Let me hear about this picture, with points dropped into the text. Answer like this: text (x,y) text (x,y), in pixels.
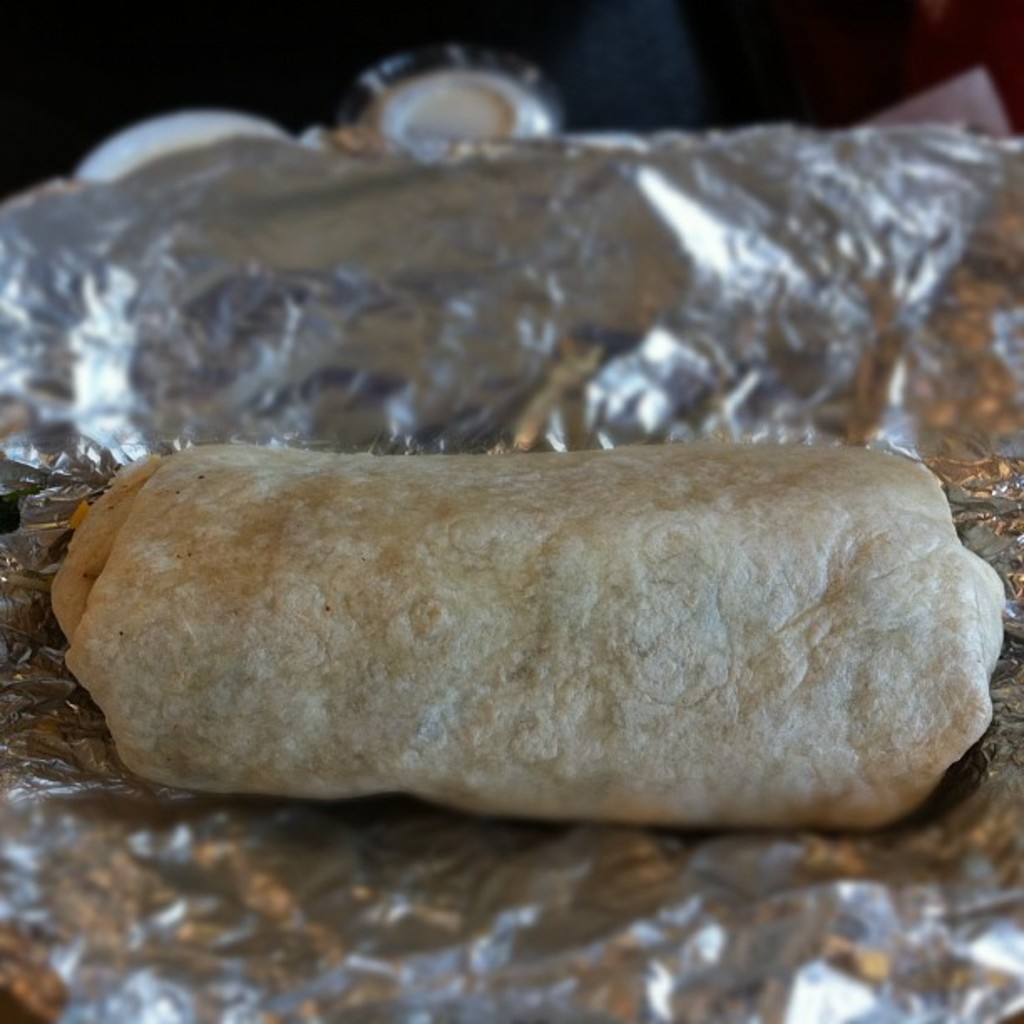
In this image we can see some food item (353,521) which is in silver foil (761,851).
